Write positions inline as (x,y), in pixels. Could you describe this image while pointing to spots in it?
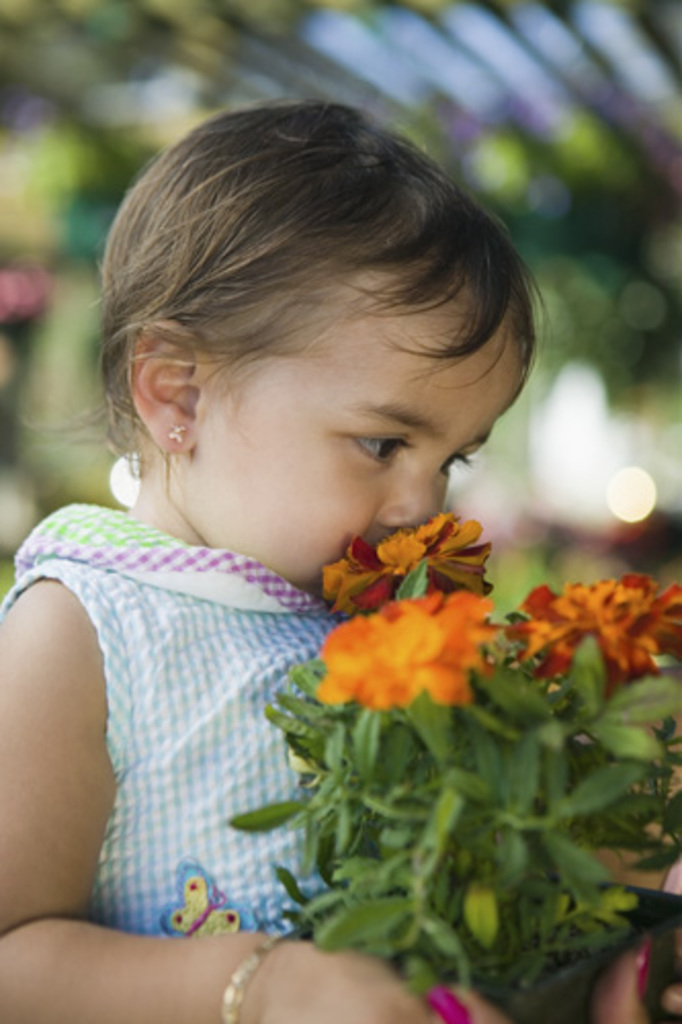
In this image there is a girl (146,820) holding a plant (439,705) in her hands (378,1014), in the background (210,10) it is blurred.
